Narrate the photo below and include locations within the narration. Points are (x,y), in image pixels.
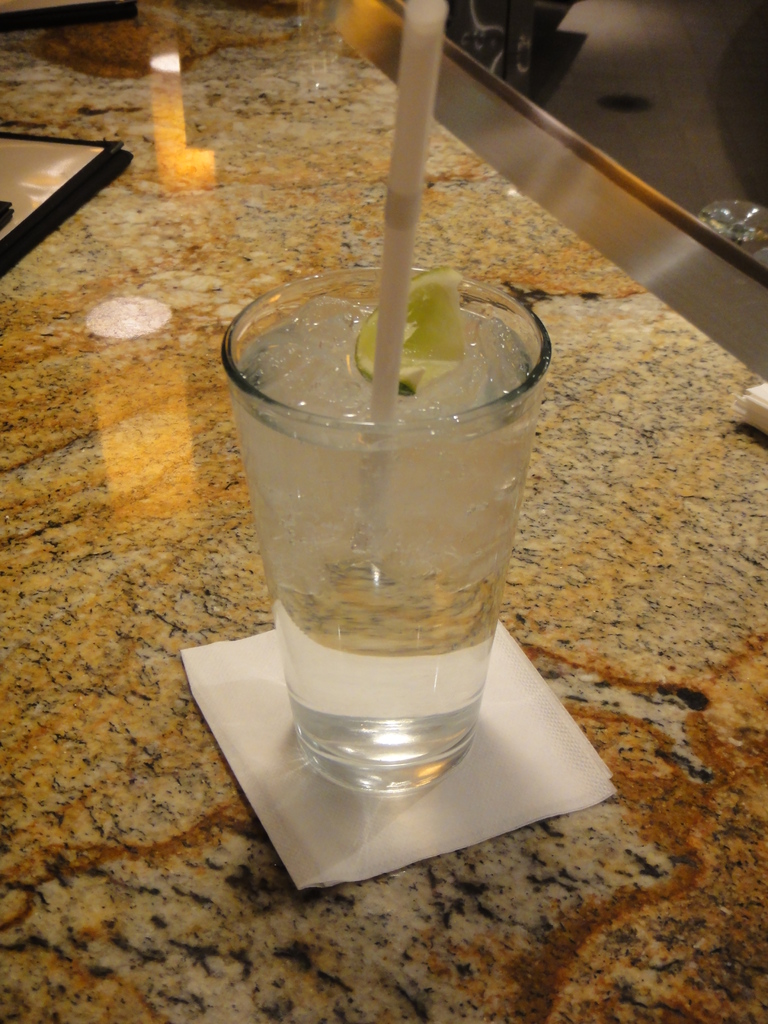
In this image, we can see a glass (430,561) on the paper (321,812). There is a straw (415,113) in the glass (340,488).
